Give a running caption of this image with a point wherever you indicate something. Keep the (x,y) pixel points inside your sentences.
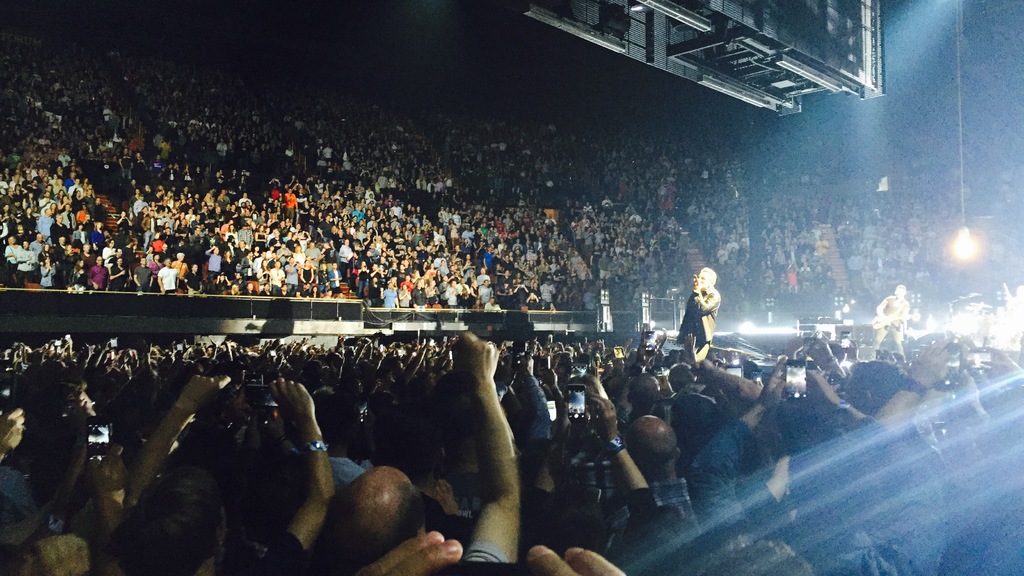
In this picture we can see group of people (327,248) are standing, some of them are holding mobile phone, a person (891,309) on the right side (900,313) is holding a guitar (876,319), in the background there are some lights (969,248).
